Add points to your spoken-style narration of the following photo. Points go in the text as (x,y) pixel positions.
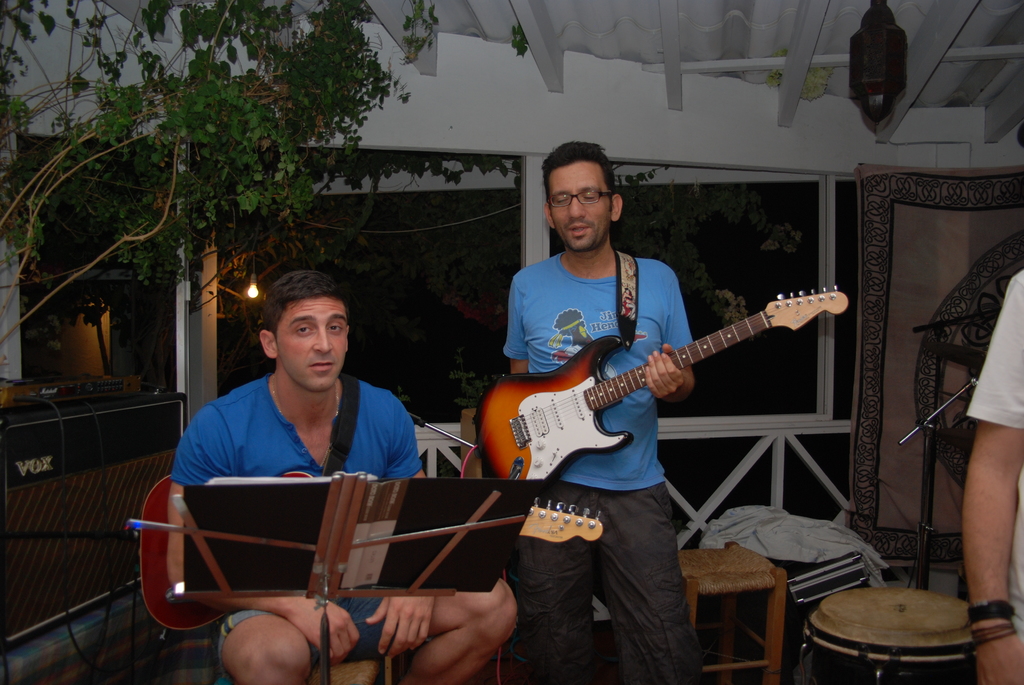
In this image I see 3 men (987,665) and 2 of them are standing and one of them is sitting and this man (545,682) is holding a guitar (514,480). In the background (280,231) I can see few stools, a cloth (853,467), few trees (145,14), a ceiling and the light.
